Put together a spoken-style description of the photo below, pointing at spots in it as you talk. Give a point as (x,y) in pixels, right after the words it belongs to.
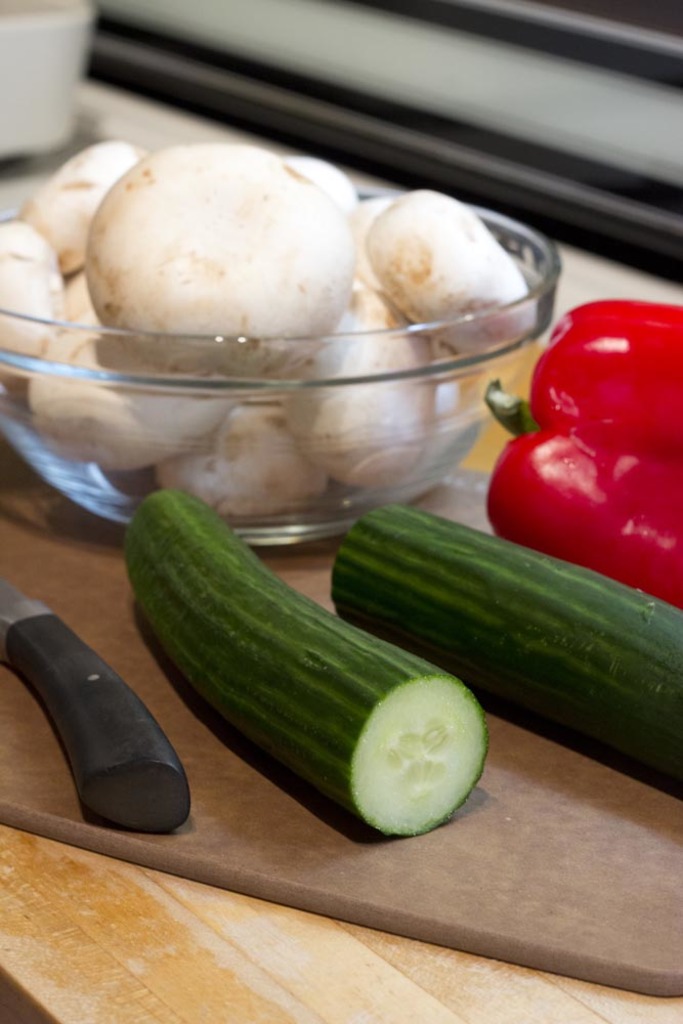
In this picture I can observe vegetables (193,460) placed in the bowl (355,421) and some of them are placed on the table (149,678). They are in white, red and green colors. The background (469,18) is blurred.
